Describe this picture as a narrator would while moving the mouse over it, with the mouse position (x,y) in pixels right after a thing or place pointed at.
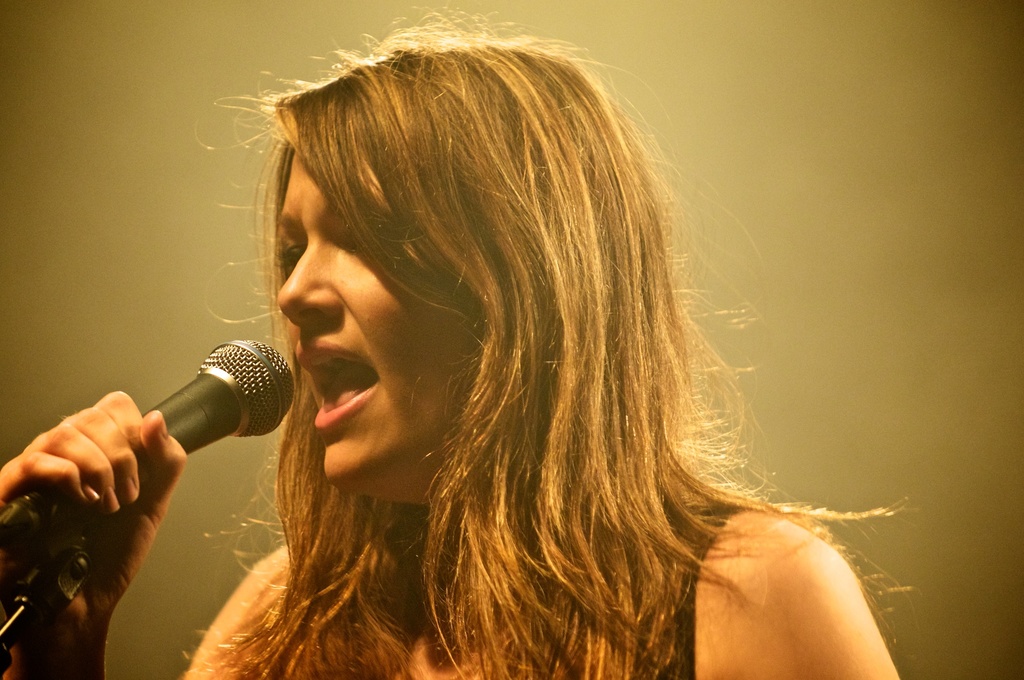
In this image I can see a woman (540,324) singing in mike (253,402).
